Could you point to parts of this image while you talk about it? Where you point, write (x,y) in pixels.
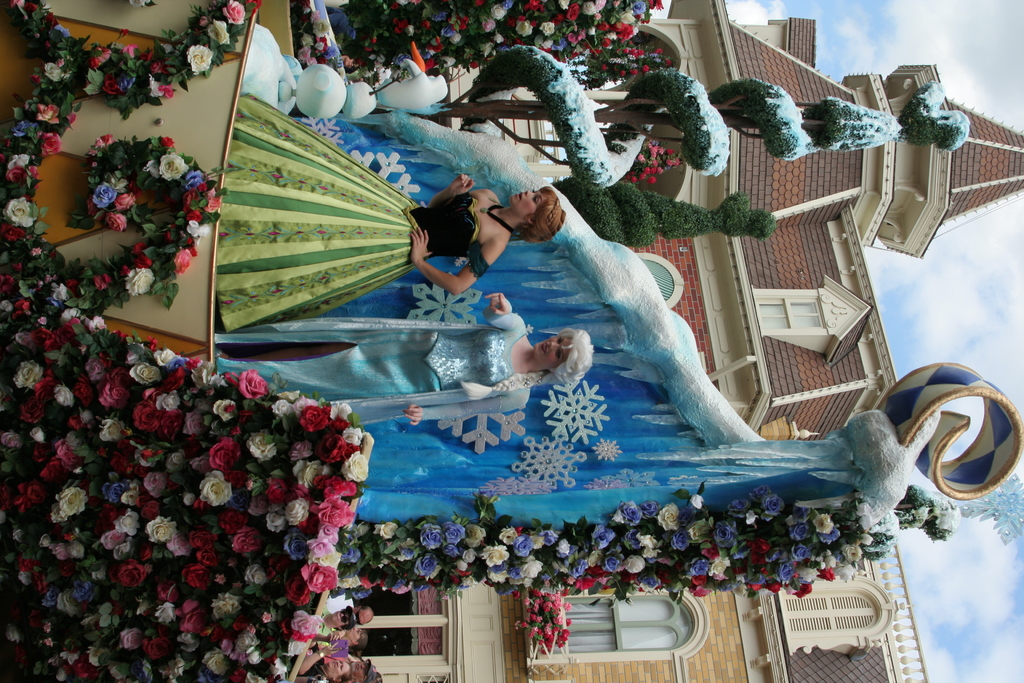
In this image there are two people (344,380) and they are decorated in the background (835,657) there is a building (870,385).
